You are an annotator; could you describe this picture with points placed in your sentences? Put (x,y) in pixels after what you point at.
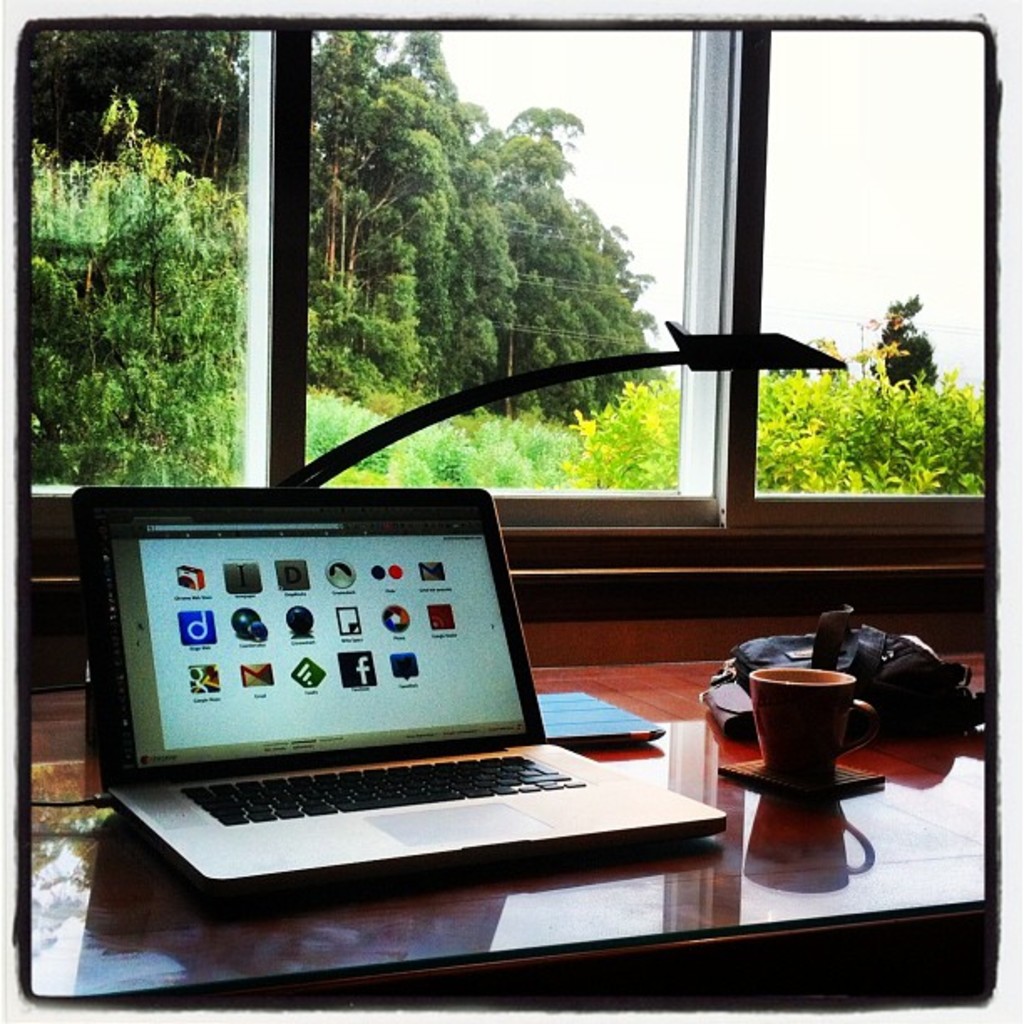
In this image we can see laptop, cup (817,752), bag (903,685) on the table (833,856). At the background (428,237) we can see trees (417,228) and a sky (590,147).
